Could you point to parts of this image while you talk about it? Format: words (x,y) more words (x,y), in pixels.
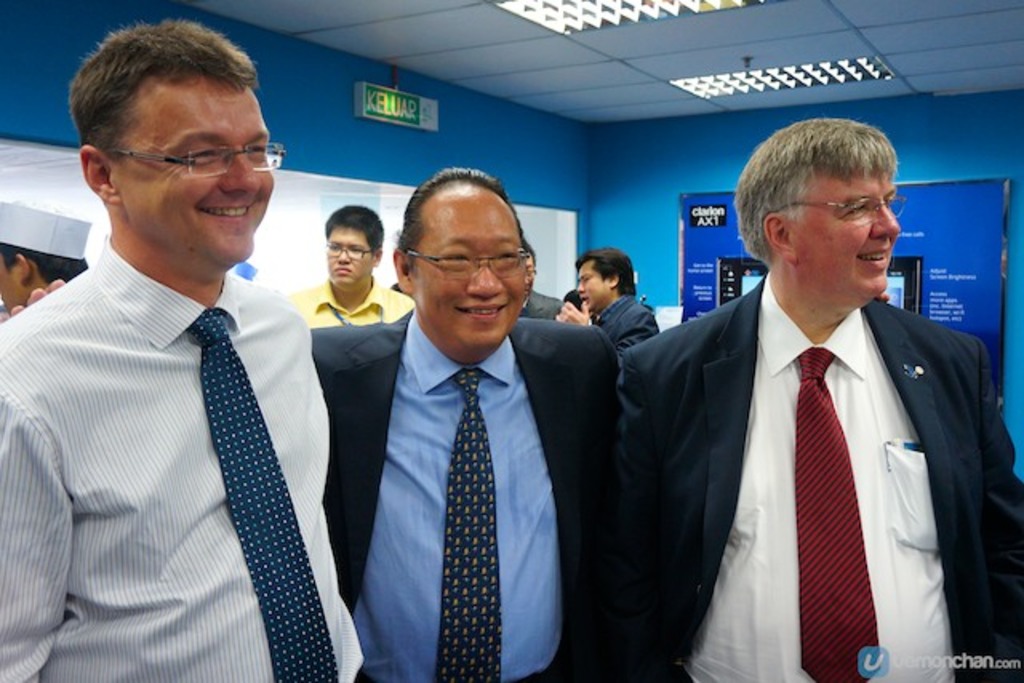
In the image there are three men (845,397) standing. And they are smiling and they kept spectacles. Behind them there are few people (622,279) standing. Behind them there is wall (655,160) with windows (398,189), sign board (403,93) and screen (701,264). At the top of the image (703,41) there is a ceiling (806,56) with lights (608,7). In the bottom right corner of the image (867,661) there is a name (924,656).
